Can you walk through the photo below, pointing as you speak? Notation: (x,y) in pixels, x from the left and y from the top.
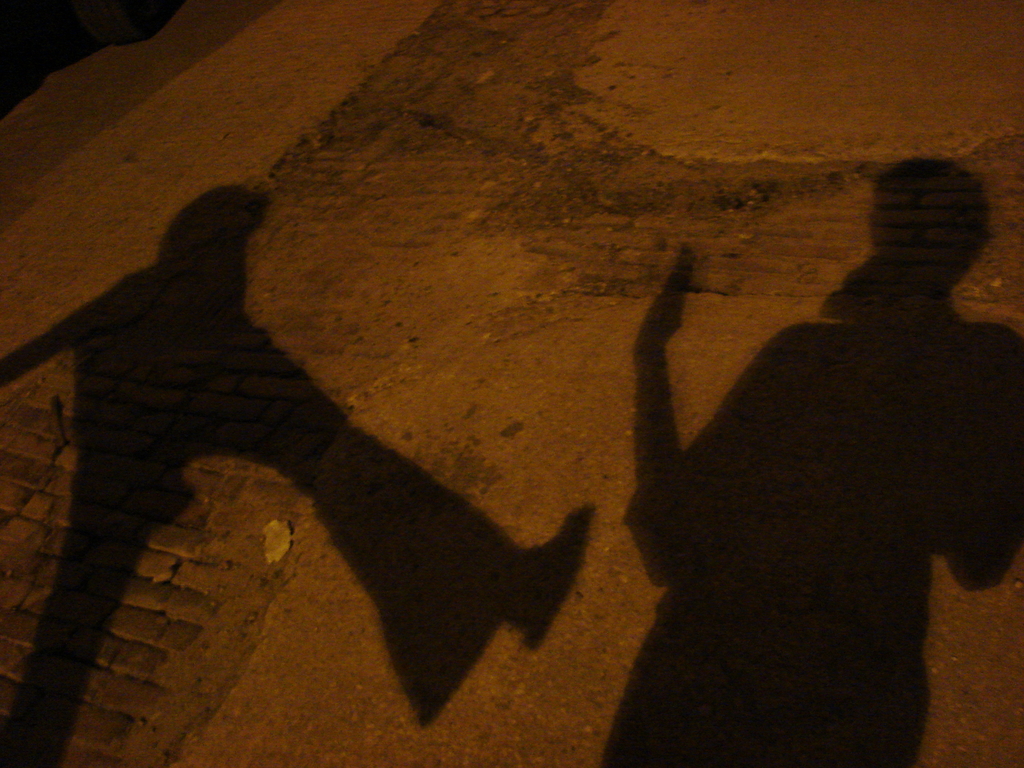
In this image we can see shadows (770,501) of two persons (635,500) on the ground (389,515).
